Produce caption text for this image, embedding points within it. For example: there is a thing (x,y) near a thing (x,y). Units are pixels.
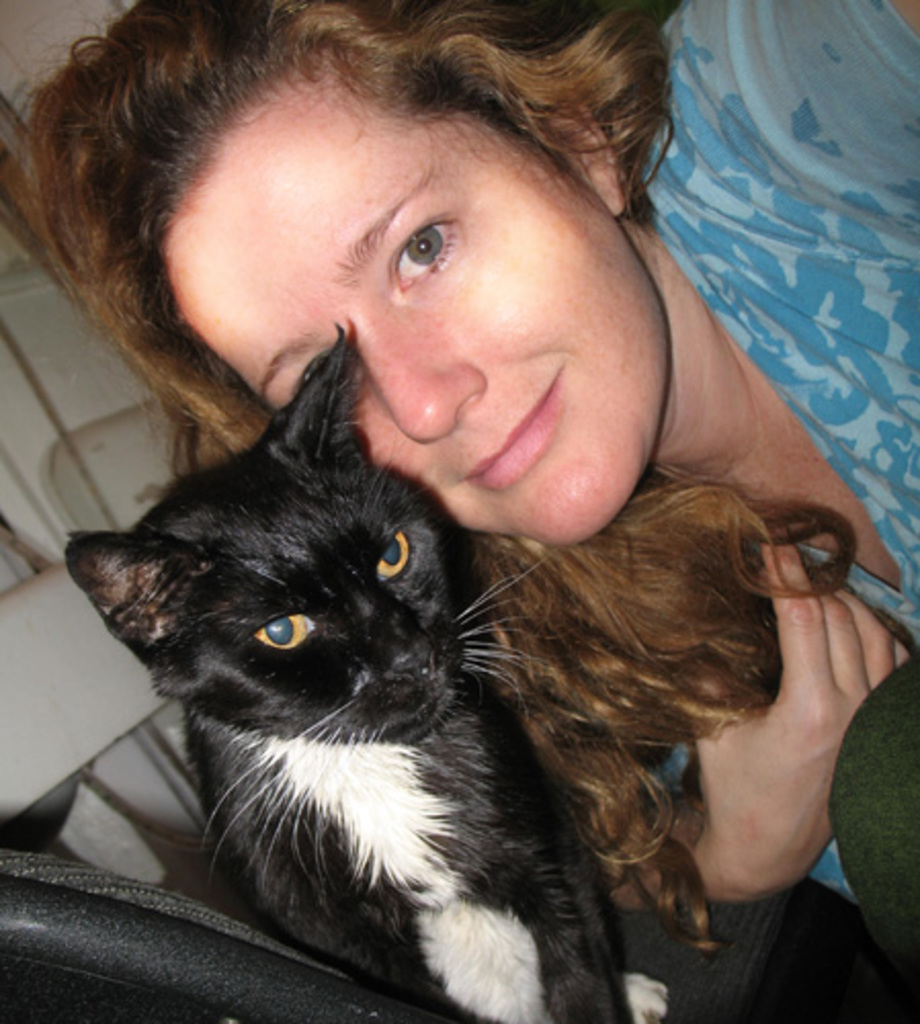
In this picture we can see women (154,79) wearing a blue dress (796,220) is holding a black and white hair cat (349,662), with yellow color eye (291,624) and white whiskers (304,788).
